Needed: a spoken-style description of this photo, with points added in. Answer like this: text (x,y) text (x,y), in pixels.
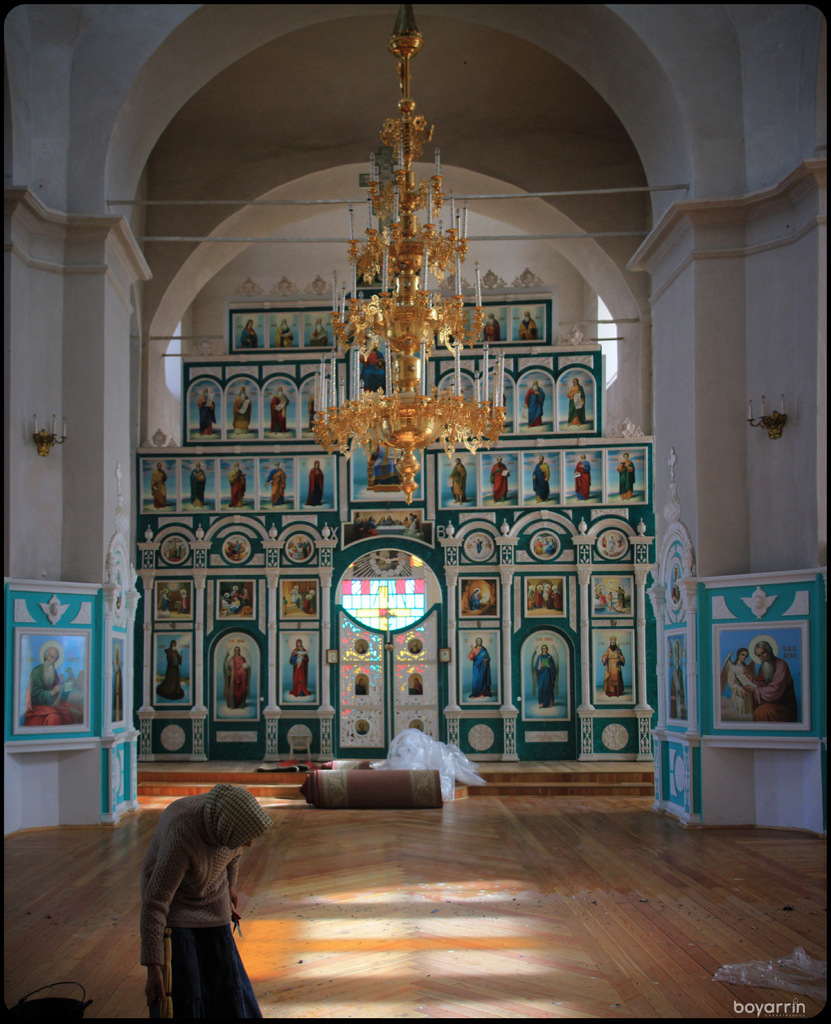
In the foreground (459,1011) I can see a person (178,844) on the floor (436,882) and a text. In the background (764,653) I can see wall paintings (282,684) of persons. At the top (428,309) I can see a chandelier (357,336) is hanging, wall (710,344) and rods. This image is taken may be in a church (566,746).
